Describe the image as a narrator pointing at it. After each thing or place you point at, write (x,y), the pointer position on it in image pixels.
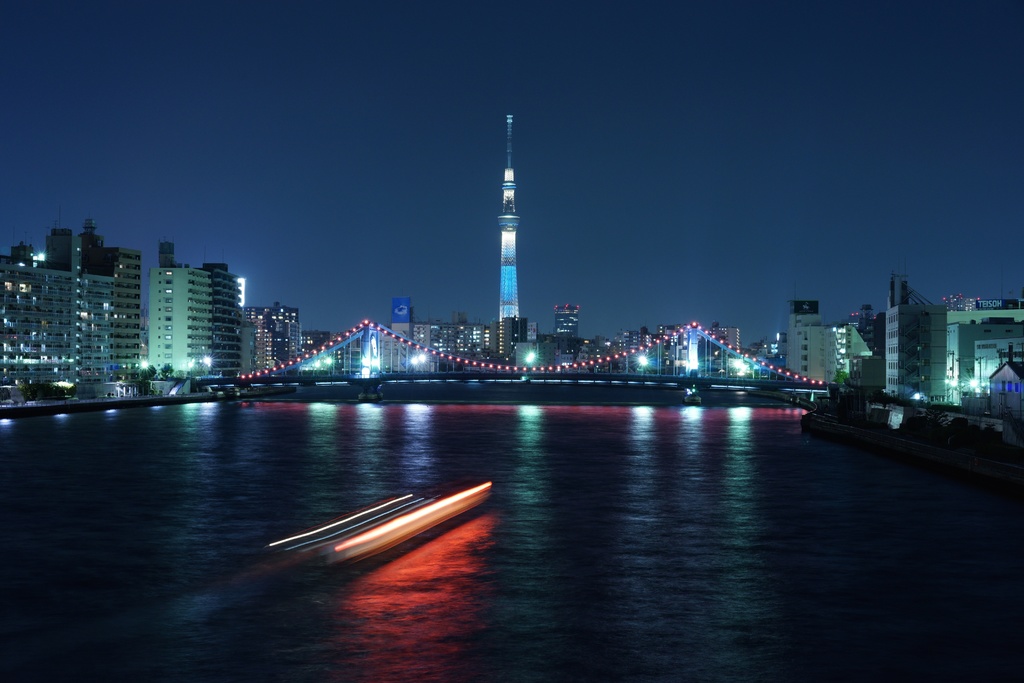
In this image I can see an object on the water (616,636), background (132,325) I can see few buildings (124,314) and I can also see few lights (360,324) in multi color and the sky (754,152) is in blue color.
